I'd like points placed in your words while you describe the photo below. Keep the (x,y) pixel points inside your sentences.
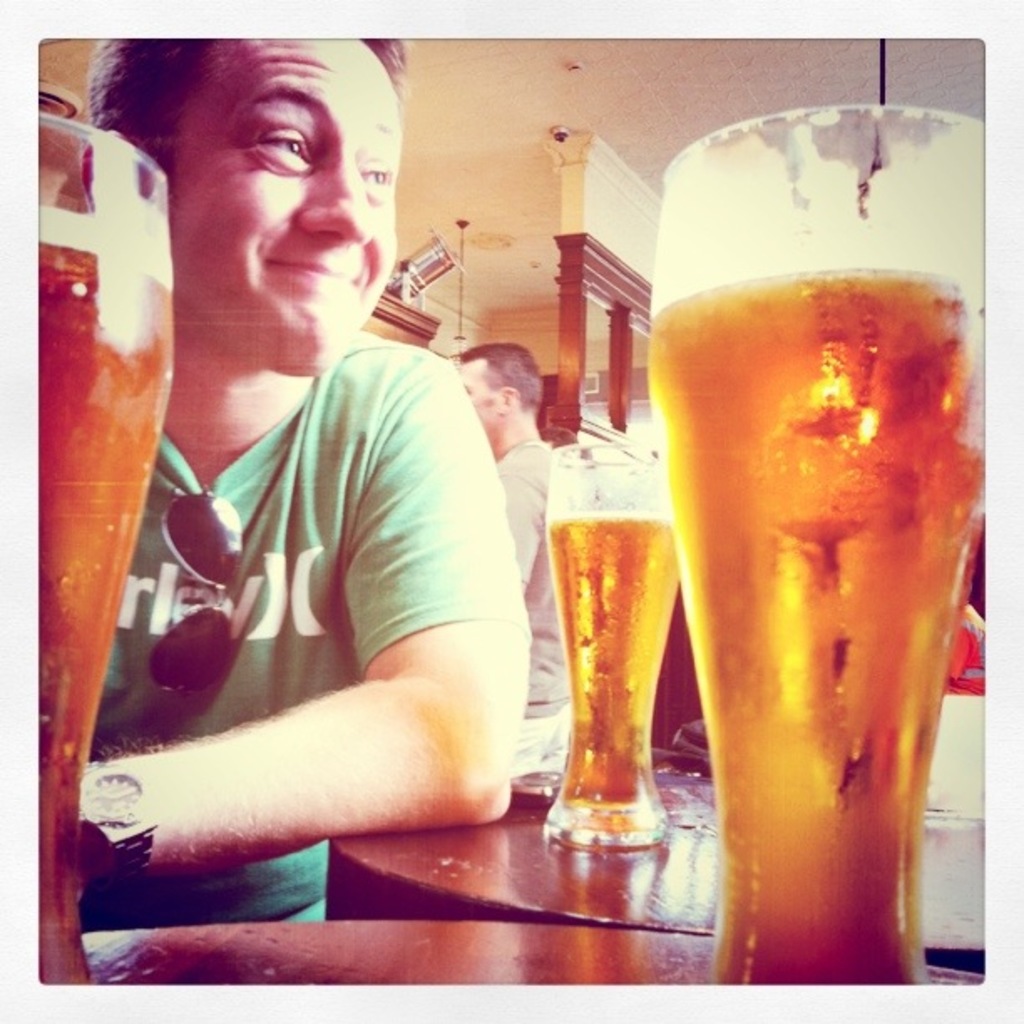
In the picture we can see a man (356,642) sitting near the table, he is with green T-shirt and on the table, we can see some beer glasses (705,346) with beer (711,335) and behind him we can see another man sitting and in the background (622,347) we can see the wall (608,347) with some wooden frames (568,364) to it.
